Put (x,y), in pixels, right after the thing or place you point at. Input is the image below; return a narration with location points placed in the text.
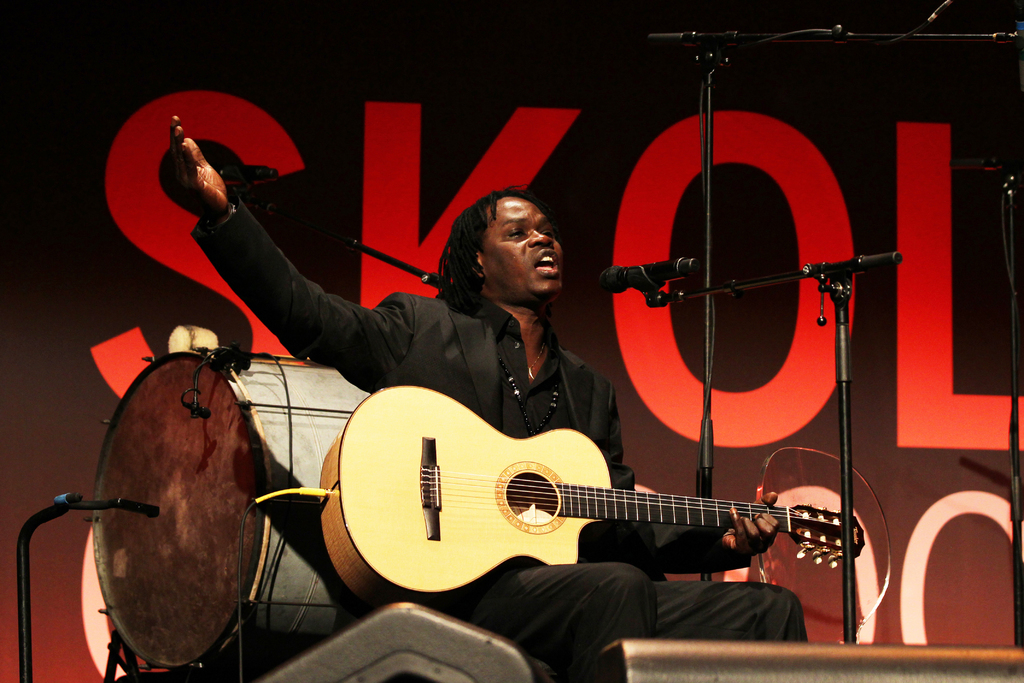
In the middle of the image (378,334) a man (488,197) sitting and holding guitar (519,463) and singing on the microphone (615,274). Behind him there is a drum (312,452). At the top of the image (553,42) there is a banner (652,7).
